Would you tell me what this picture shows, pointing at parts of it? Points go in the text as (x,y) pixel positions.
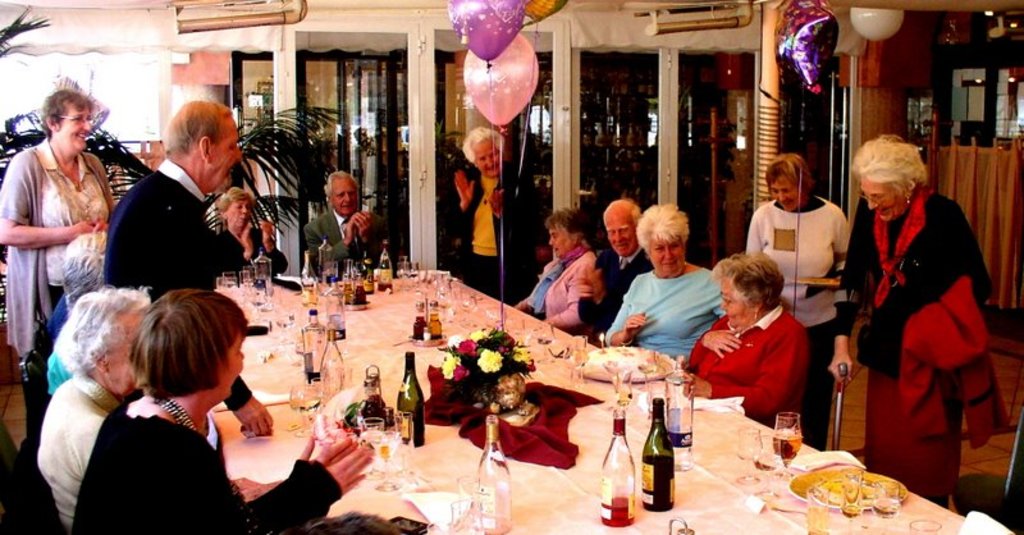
In this image I can see the group of people (315,252) with different color dresses (677,284). I can see few people (115,313) are sitting in-front of the table (581,474) and few people (68,202) are standing. On the table (449,446) I can see the flower vase (499,410), bottles (621,459), glasses (746,447) and plates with food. I can also see the balloons (499,81) in the air. In the background (388,87) I can see the glass doors (364,167) and the wall (208,55) I can also see the curtain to the right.
